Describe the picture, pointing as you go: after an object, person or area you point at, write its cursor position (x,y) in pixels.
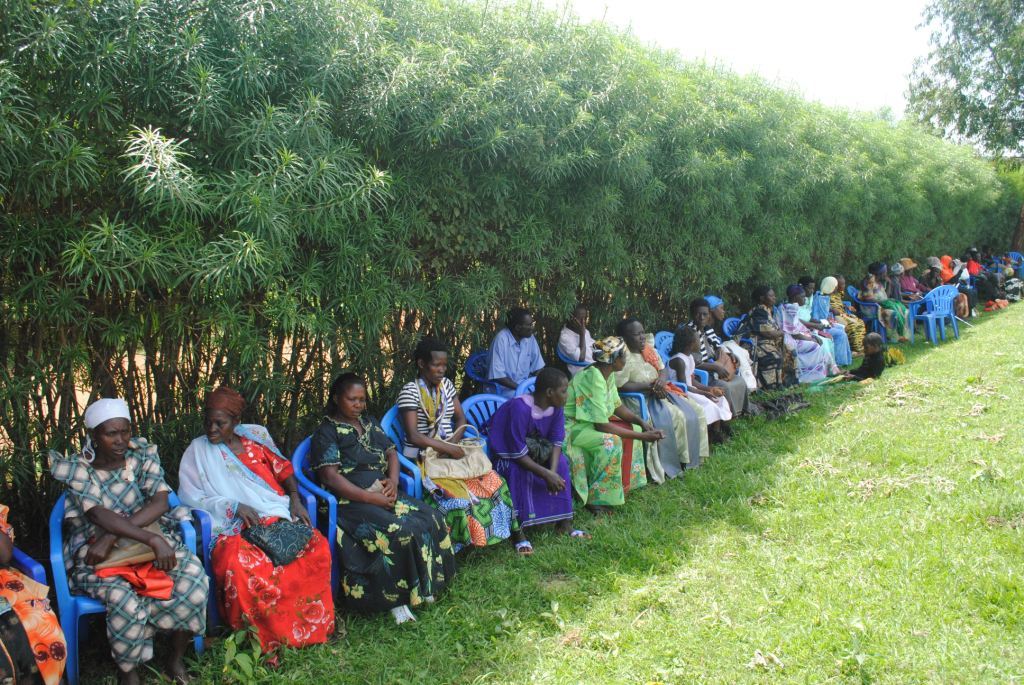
In this picture, we see many people (384,438) are sitting on the chairs (664,341). Behind them, there are trees (700,249). At the bottom (727,530), we see the grass (802,564). On the right side (982,108), we see a tree (950,116). At the top (700,21), we see the sky (818,31). This picture might be clicked in the park (676,494).
